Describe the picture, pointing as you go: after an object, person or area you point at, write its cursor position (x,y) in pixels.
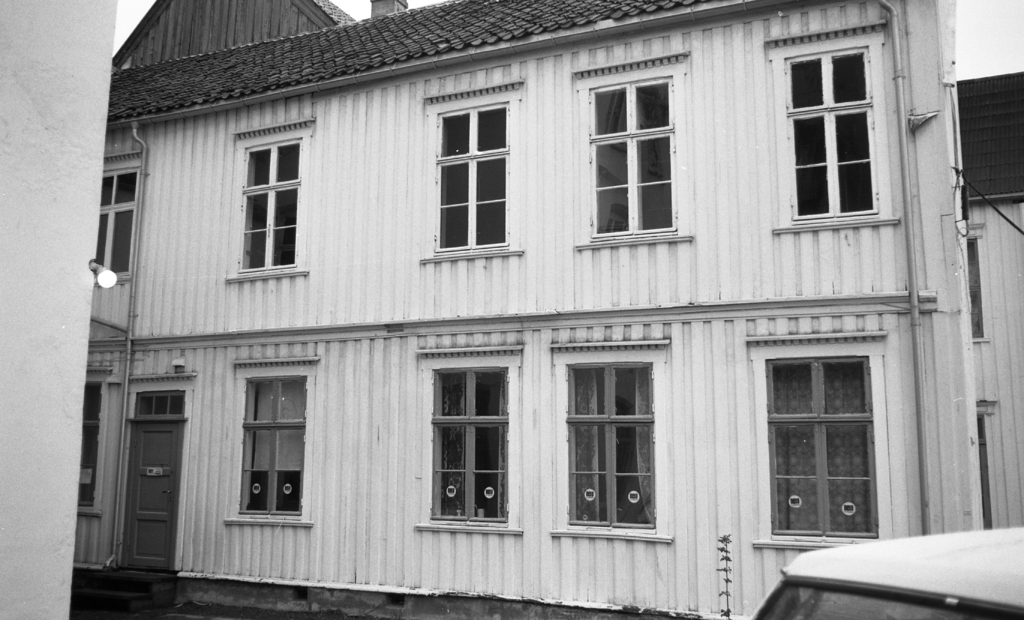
This is a black and white image where we can see a vehicle (883,560), here we can see a house (392,70) with glass windows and a door (146,479) and we can see the light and we can see the sky (963,40) in the background (974,40).
